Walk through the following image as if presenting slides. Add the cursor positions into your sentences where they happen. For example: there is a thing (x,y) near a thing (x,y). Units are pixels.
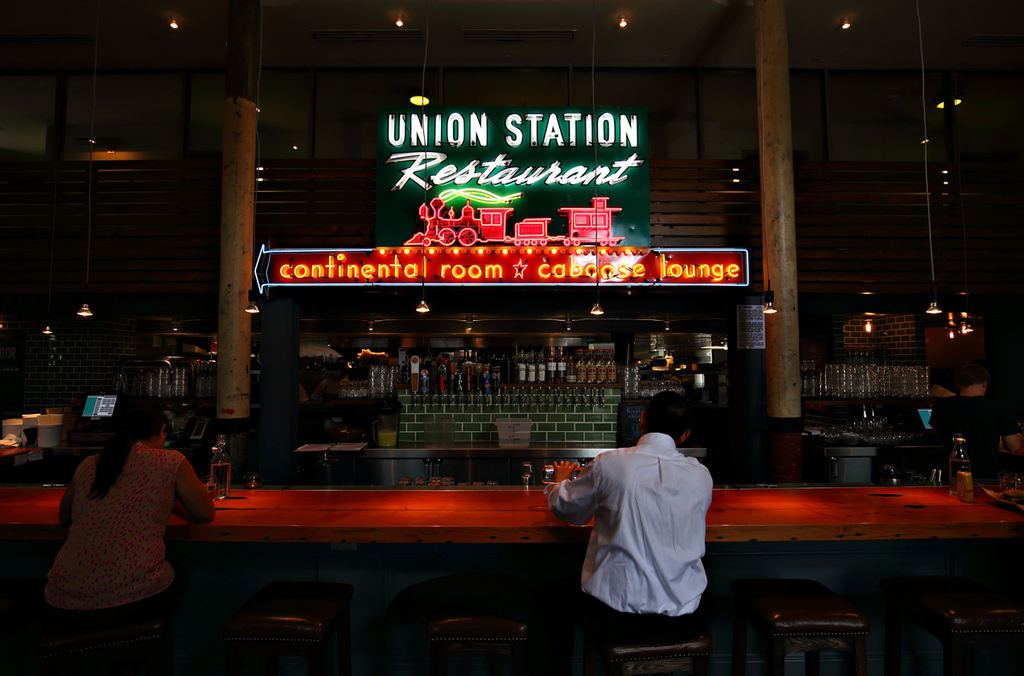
In this picture we can see a store (298,388), there are two persons (668,578) sitting on chairs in front of a table (559,568), we can see bottles (226,493) present on the table (509,519), a man (633,528) on the right side (689,606) is holding a glass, in the background (534,379) we can see hoarding (540,249) and some bottles (581,352), on the right side (797,342) and left side (250,246) there are two pillars (250,231), on the left side (98,408) we can see a monitor (111,408), on the right side (886,432) there are some glasses (886,432), in the background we can see some lights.
